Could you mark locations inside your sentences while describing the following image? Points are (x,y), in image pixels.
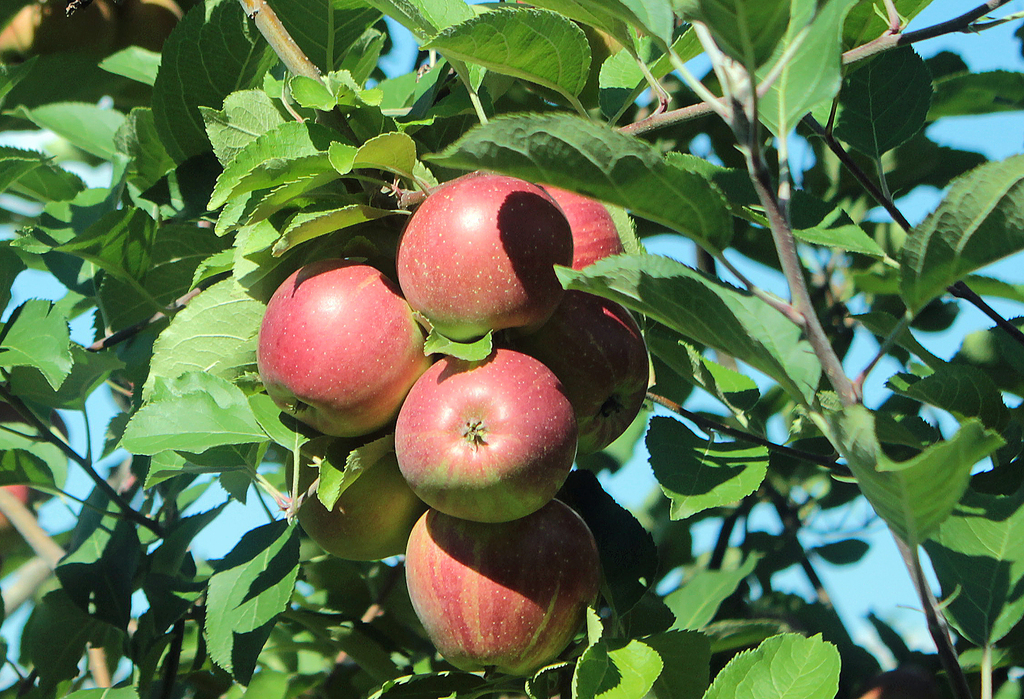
In this image there are apples (592,225) on the tree (577,192). In the background of the image (870,210) there is sky (895,574).
